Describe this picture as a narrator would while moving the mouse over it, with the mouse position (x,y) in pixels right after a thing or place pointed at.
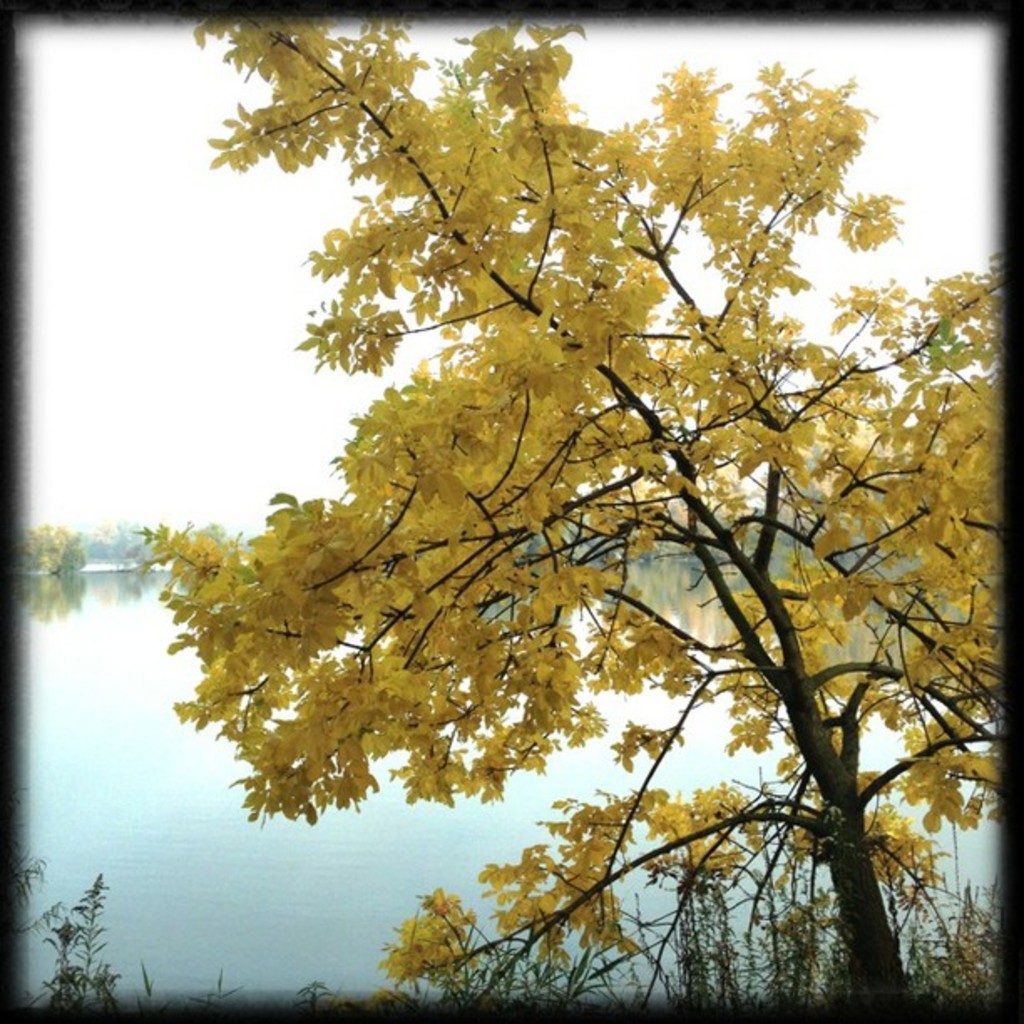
In this image I see the tree (496,412) on which there are yellow color leaves (455,305) and I see the plants (949,939) over here. In the background (30,616) I see the water (30,616) and I see few more trees (118,527) over here and I see the sky (57,511).
